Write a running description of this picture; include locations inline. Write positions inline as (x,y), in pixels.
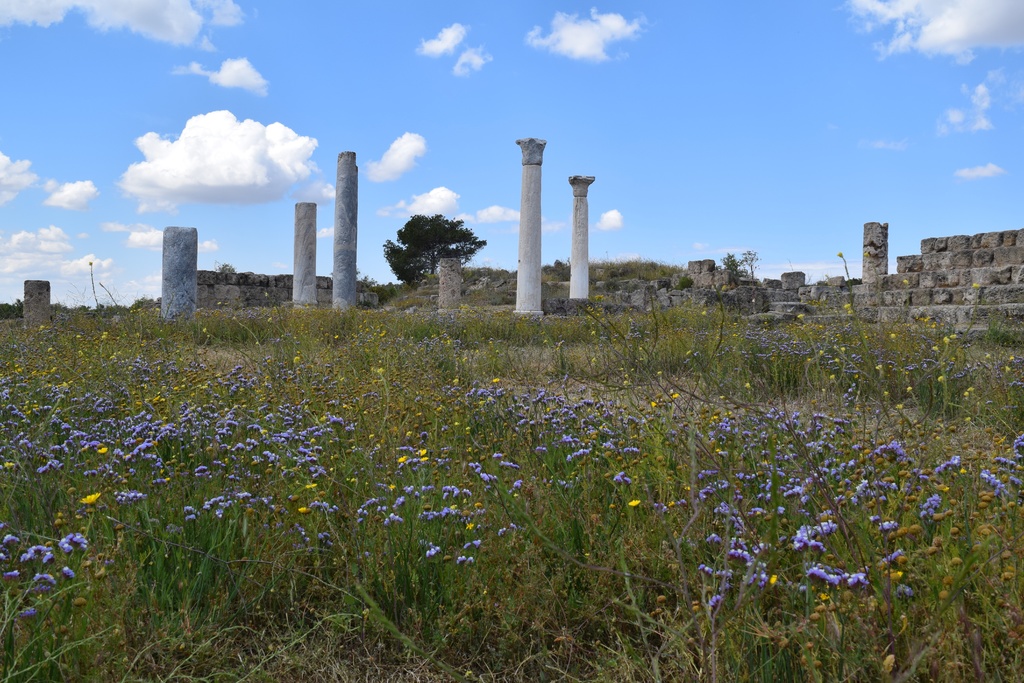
This picture might be taken from outside of the city. In this image, on the right side (906,312), we can see staircase (939,304) from right side to left side (337,505), we can see some plants (324,506), flowers (314,504) and the flowers (198,472) are in blue and yellow color. In the background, we can see some pillars (527,230), trees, stone (812,286). On top (462,118) there is a sky (455,103), at the bottom (998,507) there is a grass (781,390).
